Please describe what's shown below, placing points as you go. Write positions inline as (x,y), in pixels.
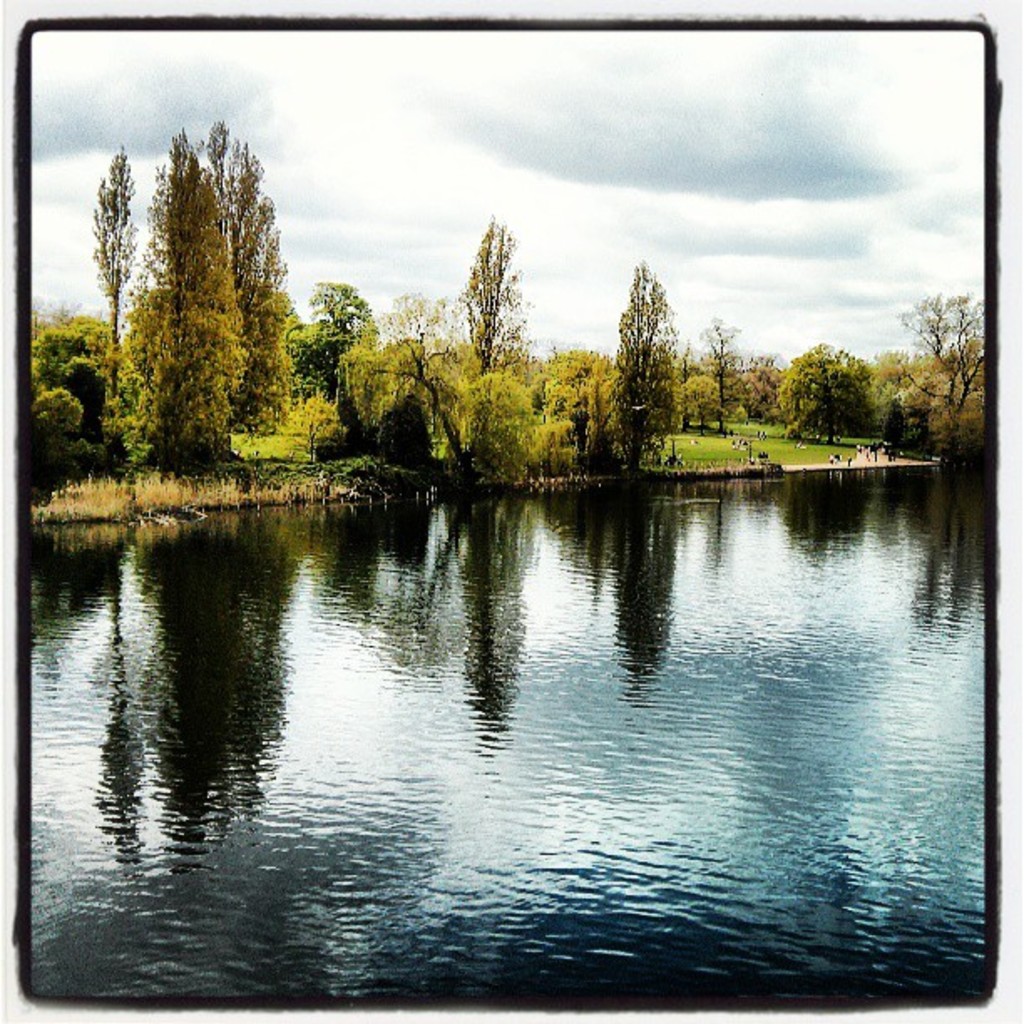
In this image we can see a lake (752,838), behind the lake (769,636) trees (550,393) are present. The sky (424,149) is full of clouds (535,211).
